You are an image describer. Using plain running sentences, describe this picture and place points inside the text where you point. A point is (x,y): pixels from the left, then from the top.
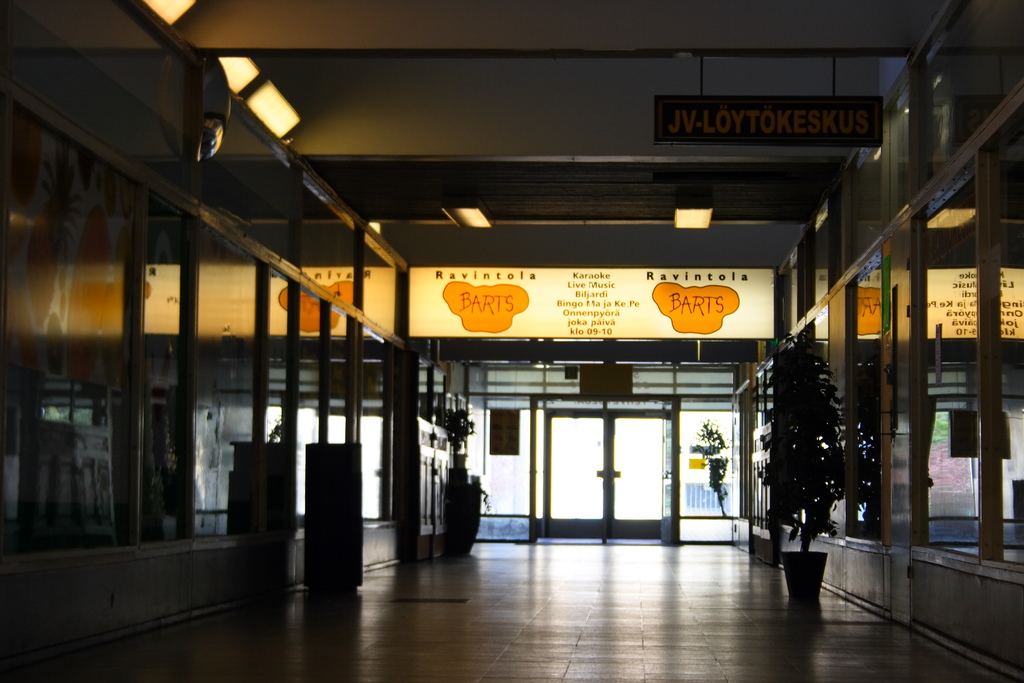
In this image I can see the dark picture in which I can see the interior of the building (578,252). I can see few boards (642,318), few lights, the ceiling (552,52), the path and few glass walls (277,378) on both sides of the path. In the background (653,418) I can see the glass door (597,442).
